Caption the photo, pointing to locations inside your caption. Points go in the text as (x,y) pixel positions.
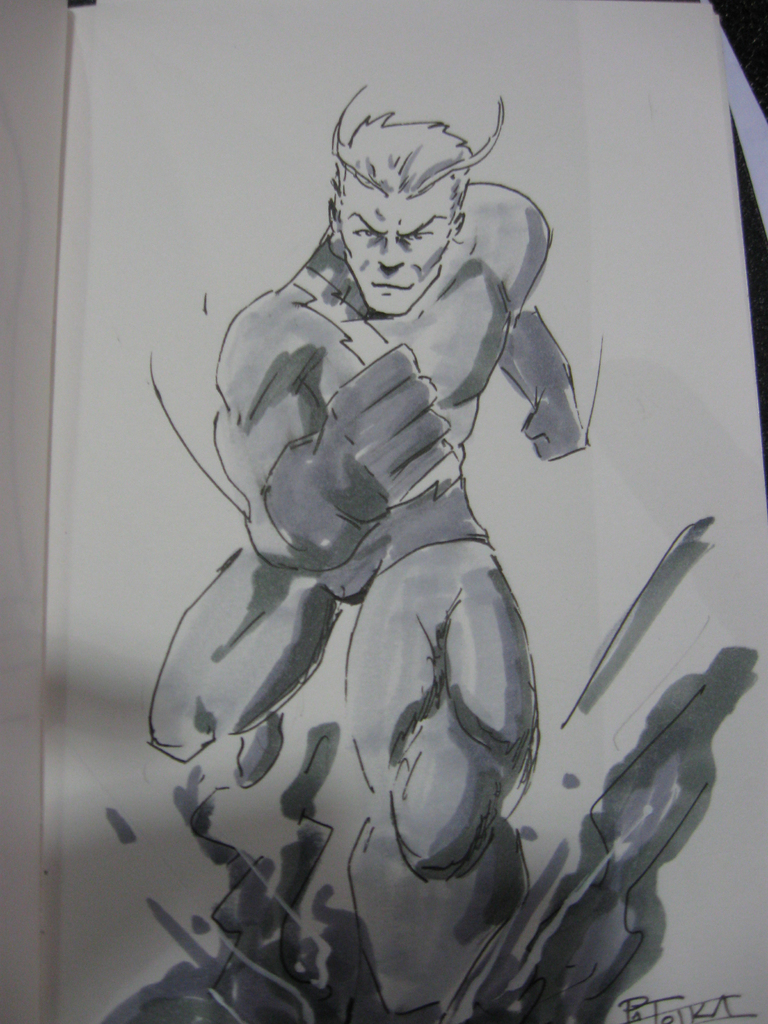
In this picture I can see the diagram (340,460) of a person (309,465).
